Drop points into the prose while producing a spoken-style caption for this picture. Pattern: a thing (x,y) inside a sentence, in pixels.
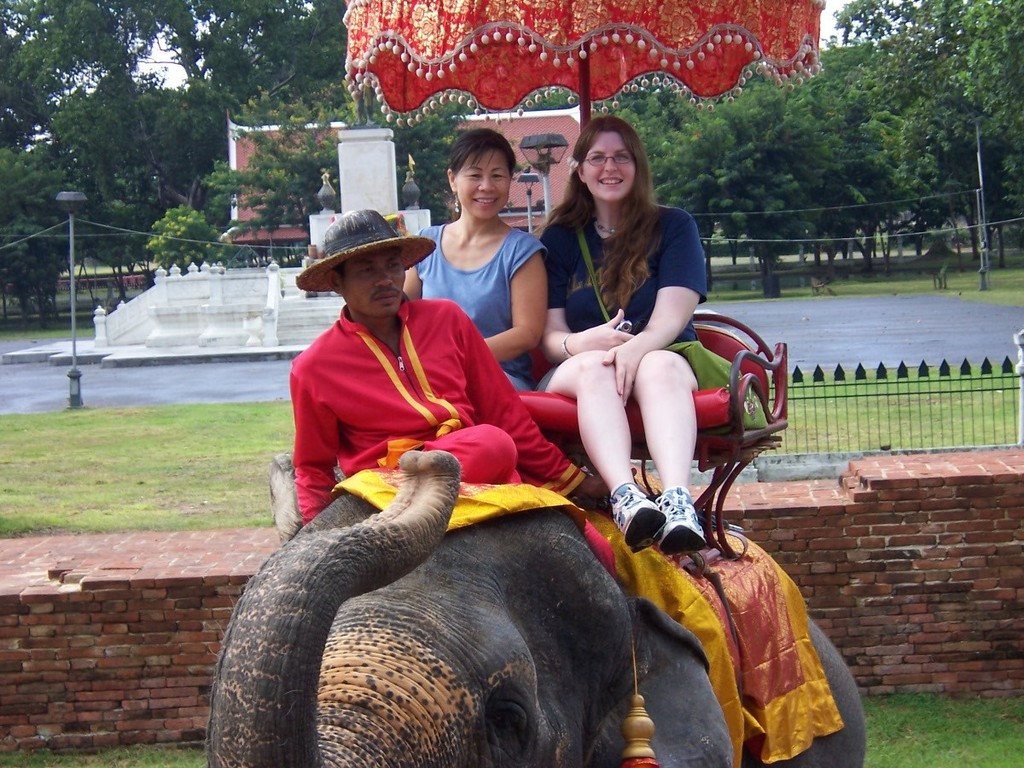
In this image there are three persons (541,447). A Mahout (413,427) who is riding the elephant (444,454) and two persons (652,380) sitting on the elephant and at the background of the image (446,188) there are trees (716,180).
